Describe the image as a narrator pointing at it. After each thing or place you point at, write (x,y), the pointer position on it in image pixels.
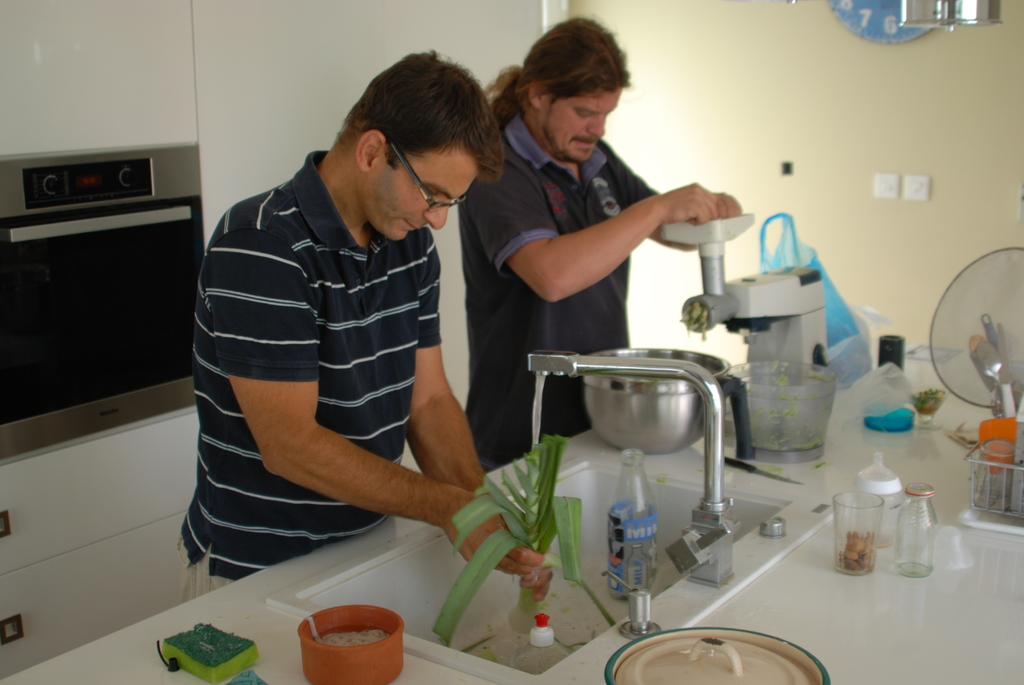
In this image we can see two persons (466,306) standing and holding something in the hand (475,539). One person (392,186) is wearing specs (408,174). There is a platform (785,539) with wash basin (505,591), tap (710,483), vessel (638,396), glass (861,539), bottles (910,550), scrubber (233,648), packets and many other things (824,417). In the back (192,232) we can see microwave oven (115,239). Also there is a wall (872,84) with a clock (870,26).
